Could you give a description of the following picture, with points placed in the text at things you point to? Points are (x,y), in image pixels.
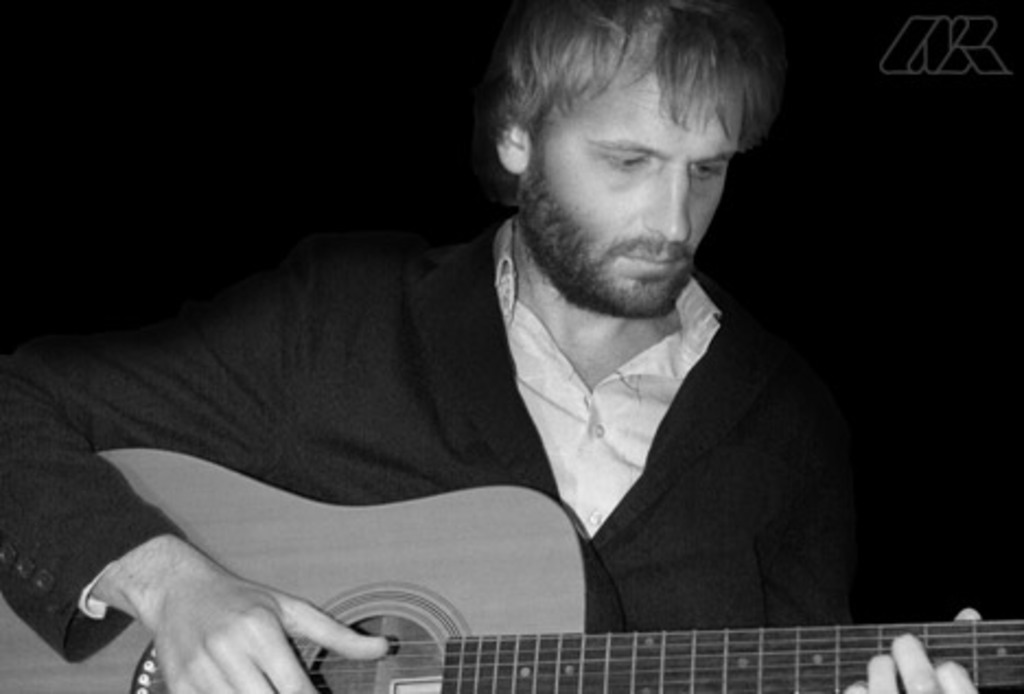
a person (470,446) is wearing a suit (712,593) and playing guitar (675,664). behind him there is black background (383,93).
